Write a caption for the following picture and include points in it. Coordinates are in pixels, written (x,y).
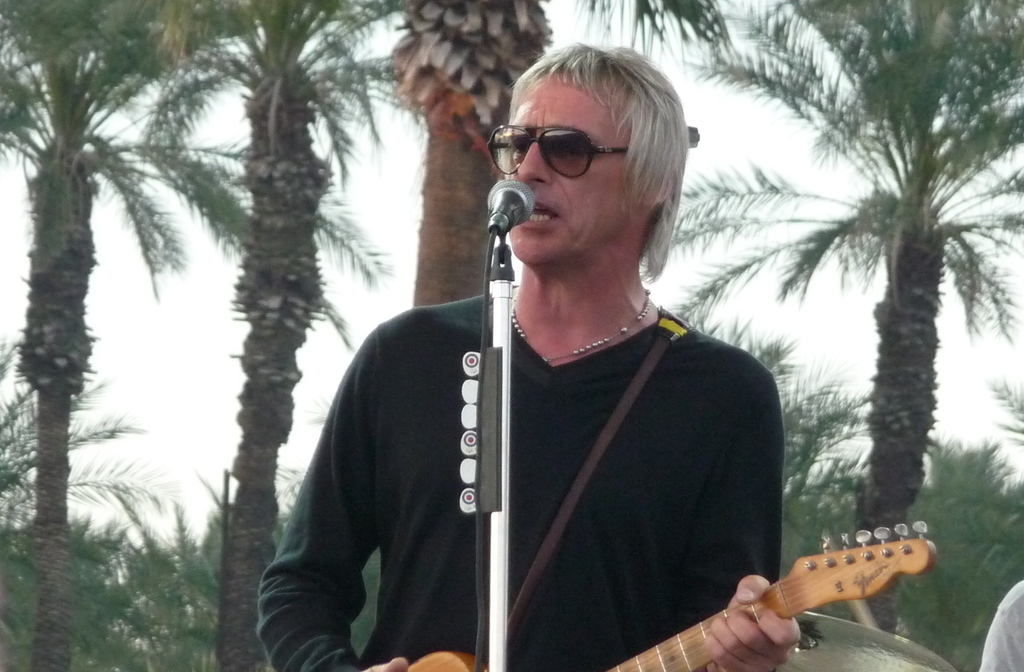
In this image I can see a person (588,429) wearing sunglasses (554,154), black t-shirt (619,488) is standing and holding a guitar (767,589) in his hand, I can see a microphone (512,220) in front of him, In the background (327,297) I can see few trees (500,96) and the sky (770,160).
